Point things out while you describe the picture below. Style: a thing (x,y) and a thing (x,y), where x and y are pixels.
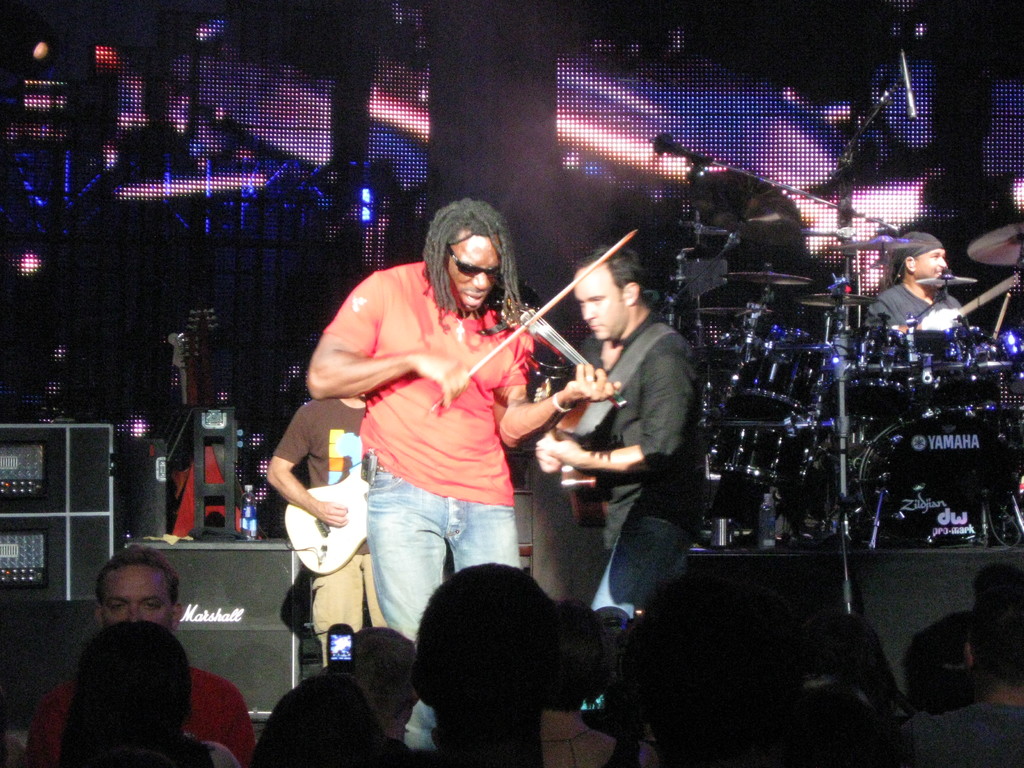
This picture shows a man (394,517) standing and playing violin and a man (614,599) holding a guitar (581,506) in his hand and we see a man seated on the chair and playing drums (1008,459) and we see a man (352,572) standing and holding guitar (327,491) on the back (364,568) and we see audience (336,679) watching.
